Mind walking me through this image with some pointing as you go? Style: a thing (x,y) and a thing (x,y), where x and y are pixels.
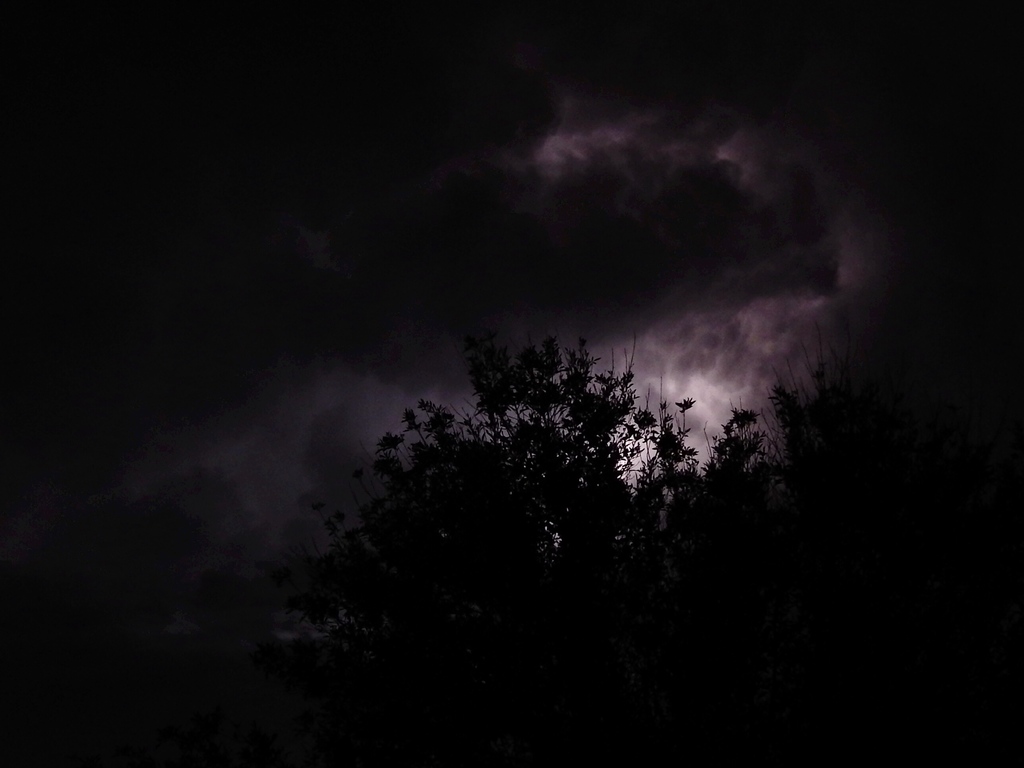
In this picture I can see there is a tree (672,561) and in the backdrop (673,345) there is sky (560,331) and I can see there are clouds (723,327) in the sky (769,363), a purple glow (640,453) is visible and remaining sky (189,411) is dark.
